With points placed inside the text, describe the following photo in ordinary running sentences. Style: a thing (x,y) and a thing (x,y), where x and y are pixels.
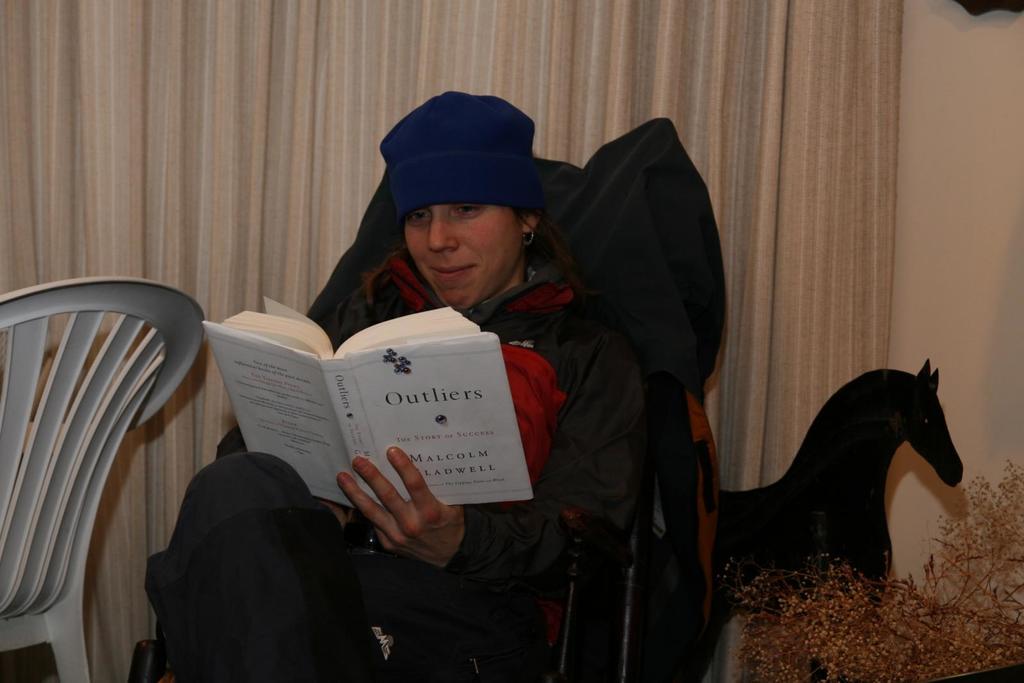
This picture is taken in the house (382,317). In the center of the picture (567,331) there is a woman (277,559) sitting and reading a book (362,370). On the right (927,410) there is a plant (889,611) and a horse toy (844,487). On the left (75,436) there is a chair (73,350). In the background (422,25) there is a curtain (599,38) and wall (927,88).
